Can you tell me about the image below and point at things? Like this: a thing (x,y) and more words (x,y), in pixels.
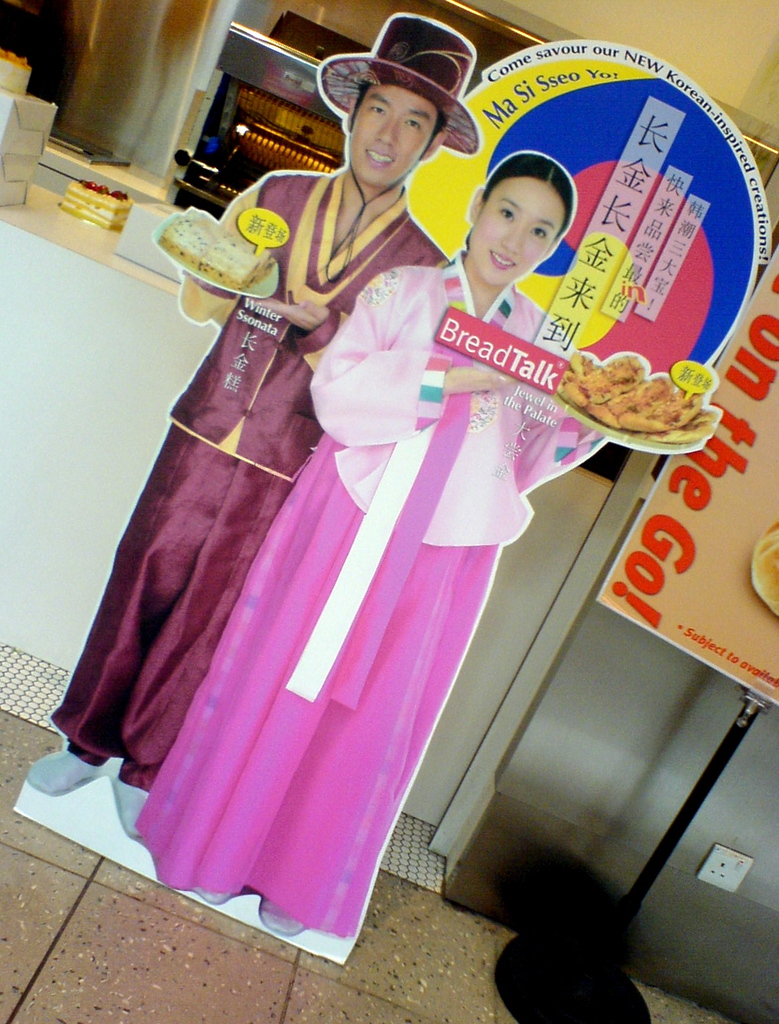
In this picture, we can see the ground (401,911), and some objects (262,762) on the ground (6,883) like poster (398,473) with images (366,281), and text (504,116), tables (140,432), with some objects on it, and we can see some objects (124,52) in the background (124,52).
